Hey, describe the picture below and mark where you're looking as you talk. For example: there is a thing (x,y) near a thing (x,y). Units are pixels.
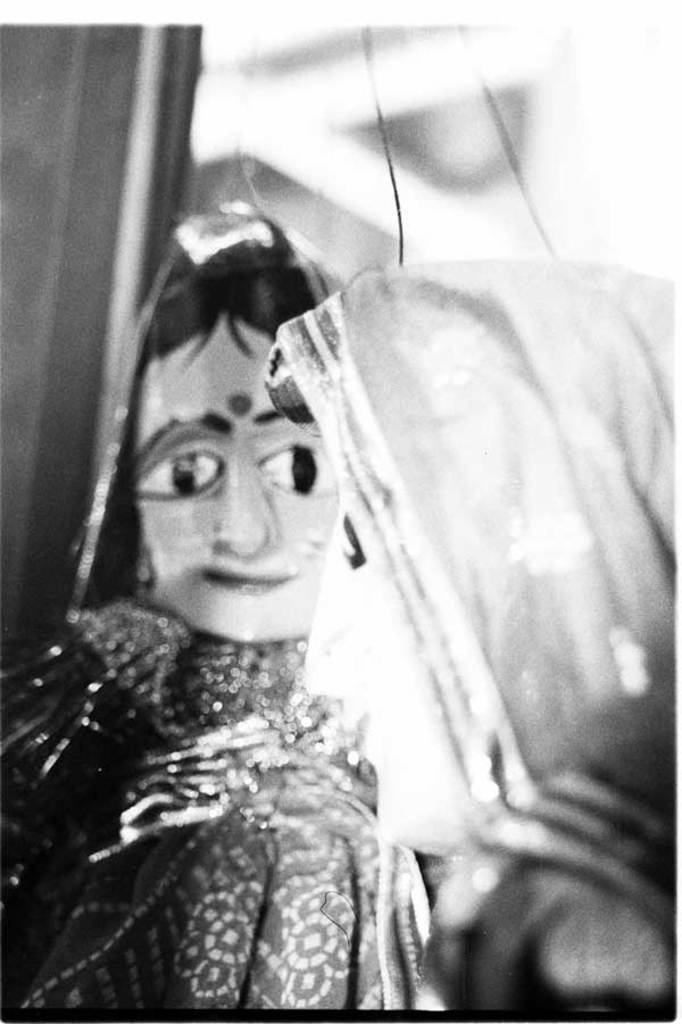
In this image we can see the puppetry (303,518) and there is the blur background (435,73).
